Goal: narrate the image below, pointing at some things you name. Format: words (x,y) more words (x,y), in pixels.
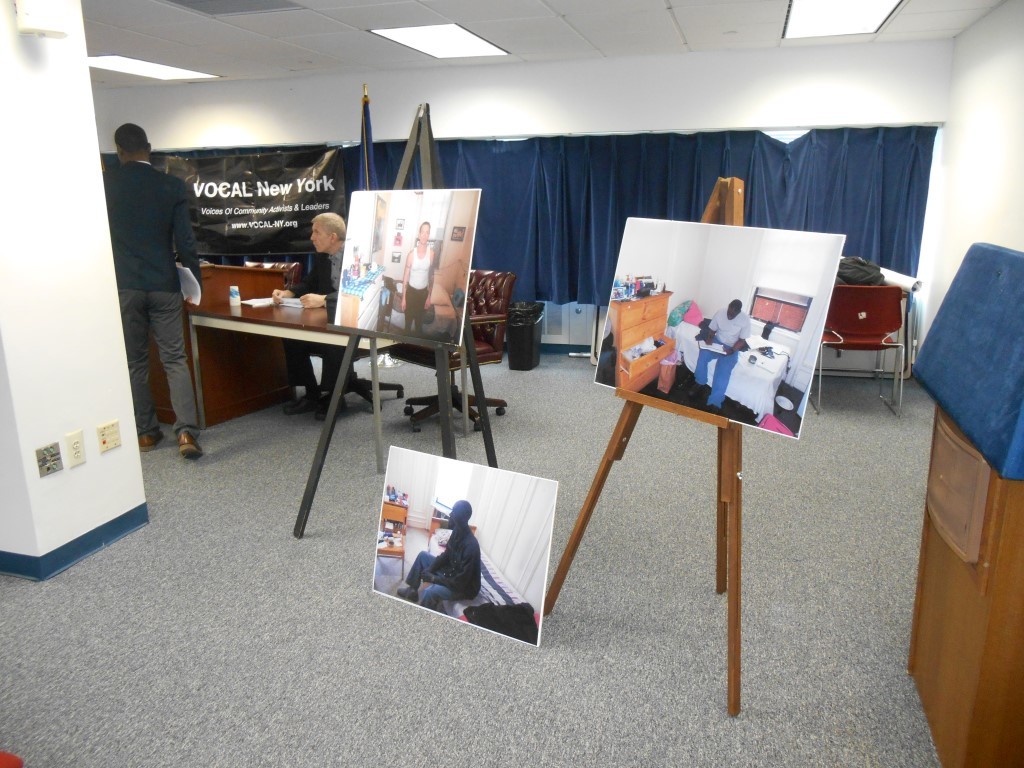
In the middle of the image (394,265) there is a stand (407,154), on the stand (402,172) there is a frame (442,239). Behind the stand (439,252) there is a chair (475,331). Beside the chair (501,297) there is a table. behind the table (326,311) there is a man (321,290) sitting. Behind the stand (398,338) there is a curtain (491,252). Behind curtain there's a wall (689,102). At the top of the image (622,2) there is roof (910,21). Left side of the image (124,134) a person (138,158) is walking. On the table (276,297) there is a bottle (237,293). Right side of the image (1012,706) there is a table (975,734). Bottom image there is a frame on the floor (346,499).
